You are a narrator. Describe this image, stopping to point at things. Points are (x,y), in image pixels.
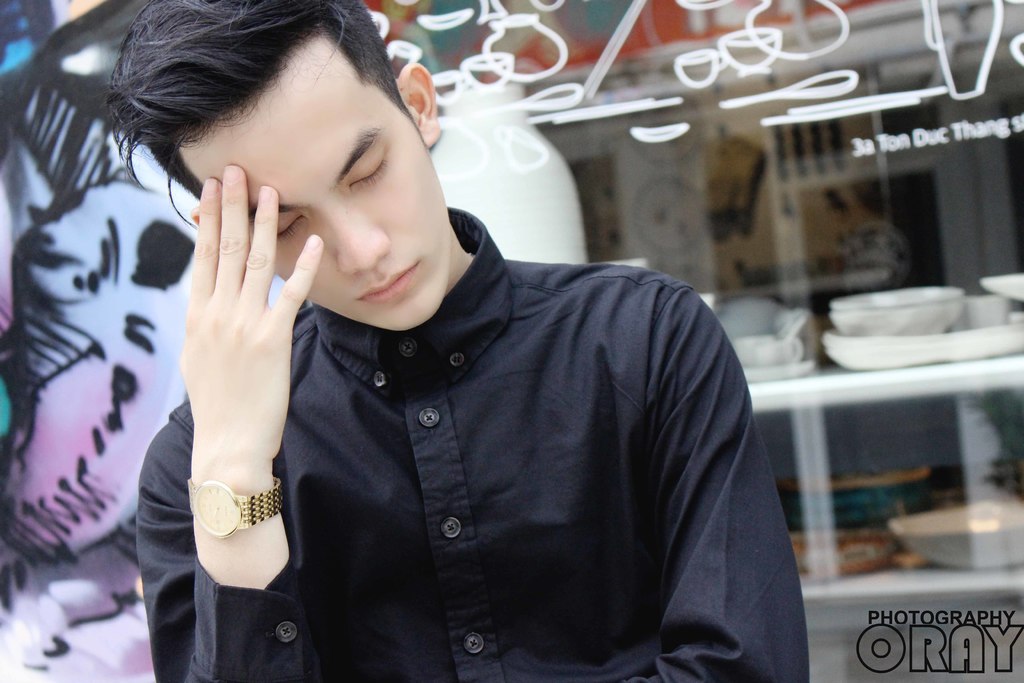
In this image I can see a person (351,138) standing black shirt (363,458) and a gold color watch (211,506) with a blurred background (927,266). In the bottom right corner (867,671) I can see some text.
